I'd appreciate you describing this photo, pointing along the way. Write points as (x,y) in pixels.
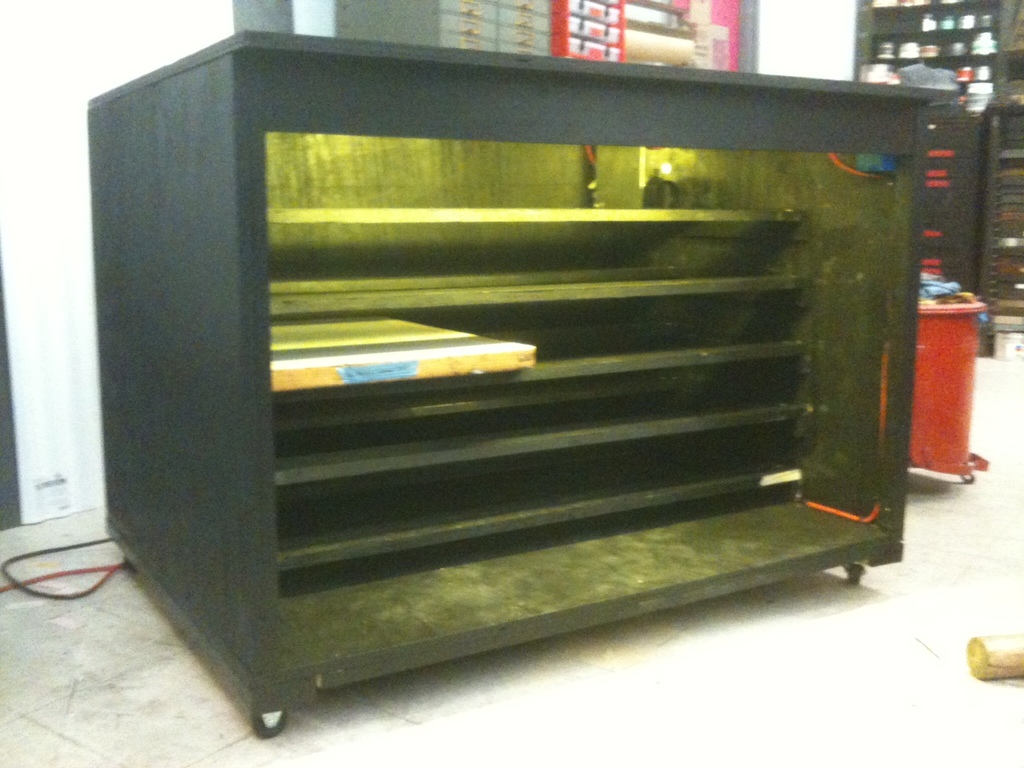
In this image in front (761,356) there is a table (457,305) with the rack (553,400) and we can see a board (354,345) on the rack (435,406). Beside the table (886,312) there is a dustbin (958,452). On the backside (690,7) there are cupboards (344,6) with the items (899,80) in it. Behind the cupboard (963,8) there is a wall (835,58).
